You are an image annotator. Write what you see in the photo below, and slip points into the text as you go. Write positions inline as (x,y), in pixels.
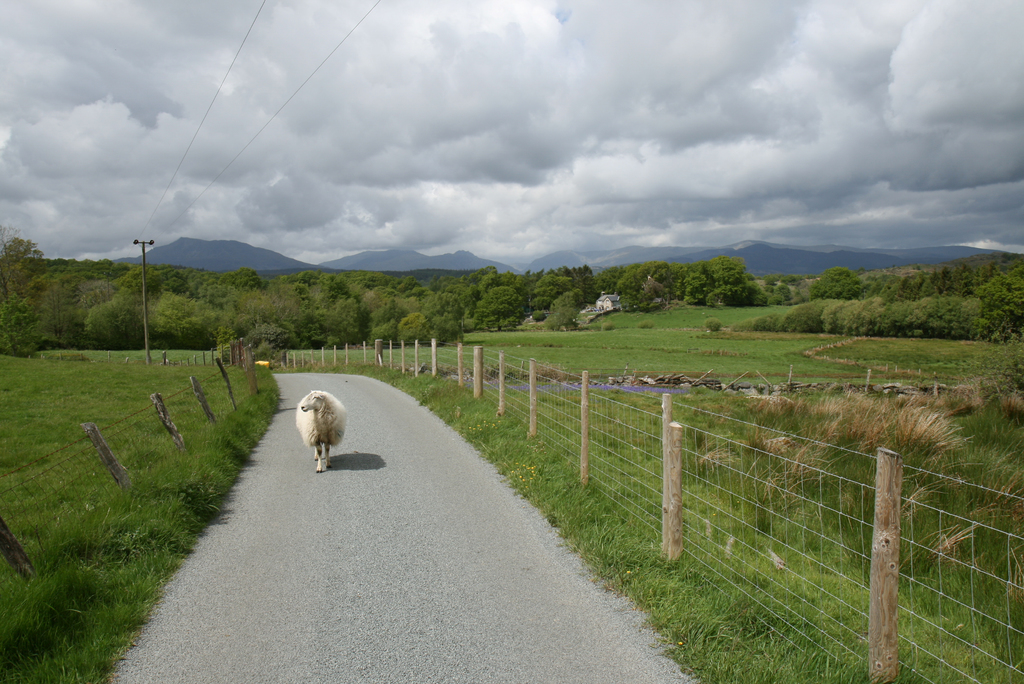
In this picture we can see a sheep (301,409) on the road (304,464). On the left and right side of the sheep (307,429), there are wire fences (476,360). Behind the sheep (312,415) there is an electric pole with cables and there are trees (197,284), grass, hills (185,257) and the cloudy sky (565,188).
